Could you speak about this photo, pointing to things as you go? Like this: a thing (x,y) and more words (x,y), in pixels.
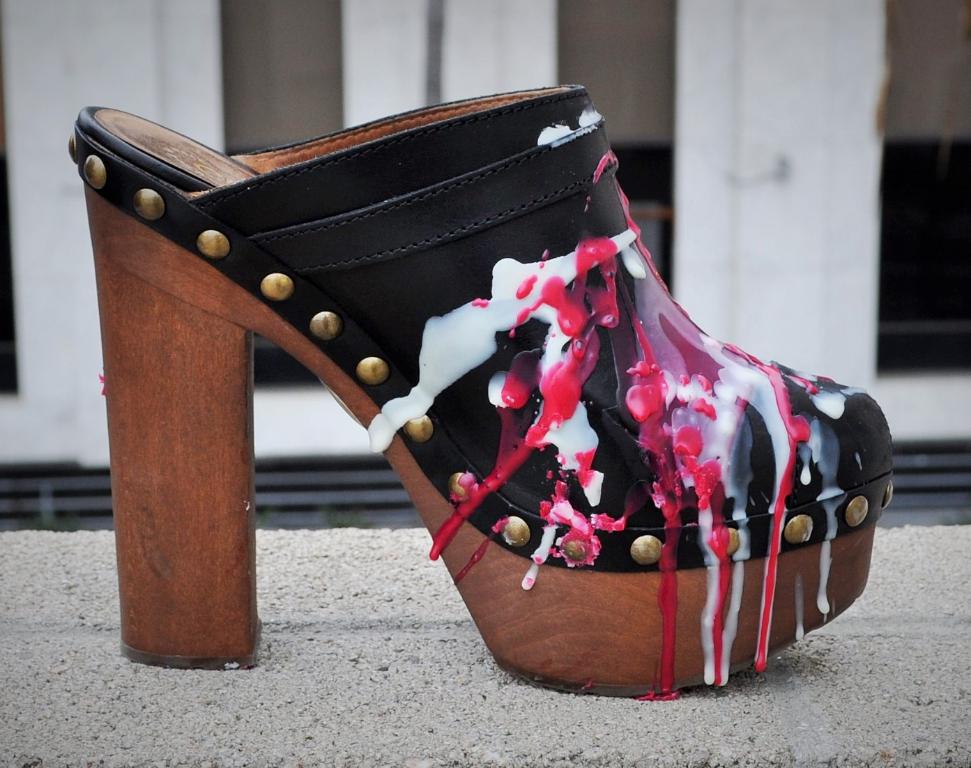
In this image we can see a slipper (113,419) on the floor (66,677).
